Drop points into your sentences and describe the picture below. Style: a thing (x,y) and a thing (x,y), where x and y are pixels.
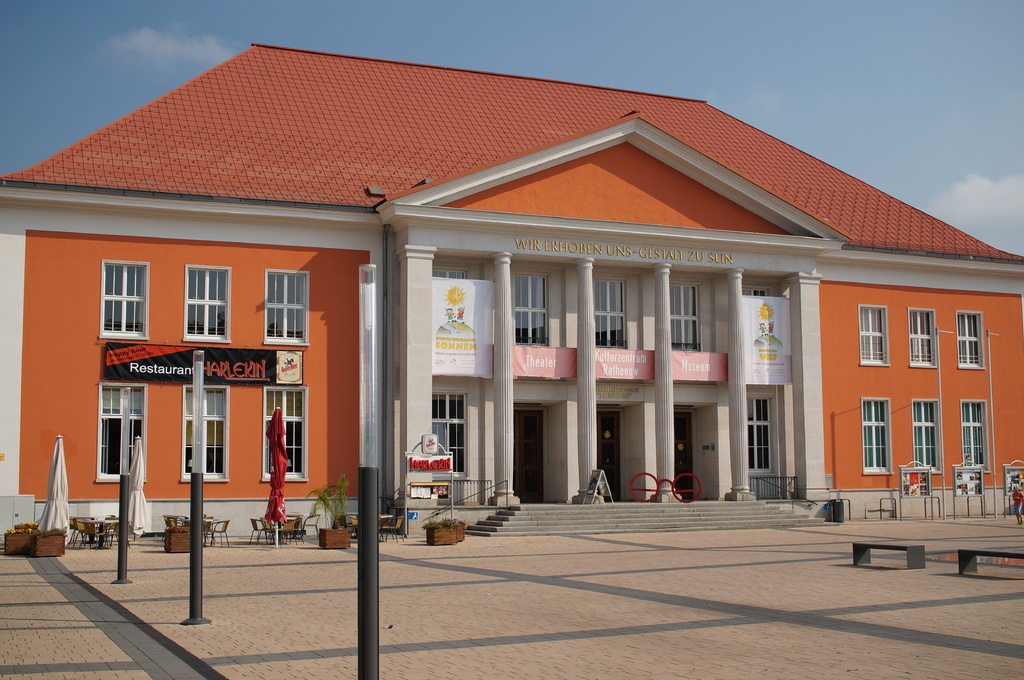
In this image in the center (587,317) there is a house (820,338) and also there are some tables (182,517), chairs (169,525), poles (201,506), flags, flower pots (325,541), plants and there is a railing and some rings (636,493) and boards (963,493). On the boards (963,493) there is text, and at the bottom (842,528) there is a walkway (947,517) and there are some rods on the left side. At the top (42,66) there is sky (982,21).
